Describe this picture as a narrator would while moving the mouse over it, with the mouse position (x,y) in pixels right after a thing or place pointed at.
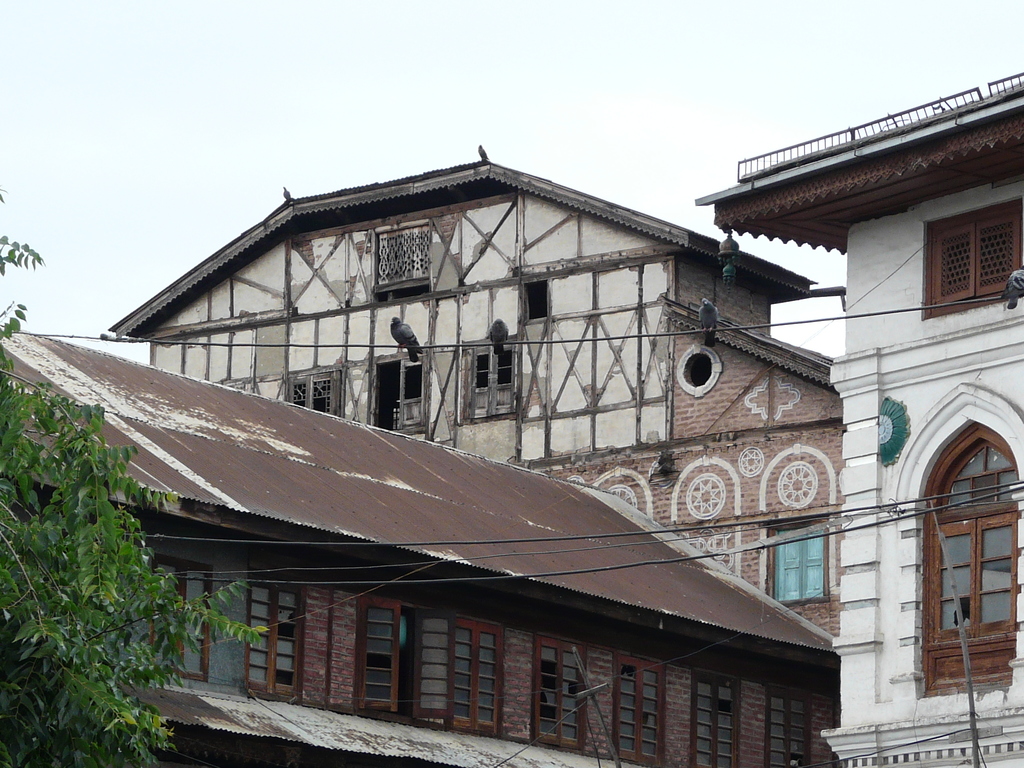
In this image, we can see some buildings (655,430) and we can see some windows (696,360), there are some birds (703,322) sitting on the cables (531,341) and at the top (455,93) there is a sky (457,43).
